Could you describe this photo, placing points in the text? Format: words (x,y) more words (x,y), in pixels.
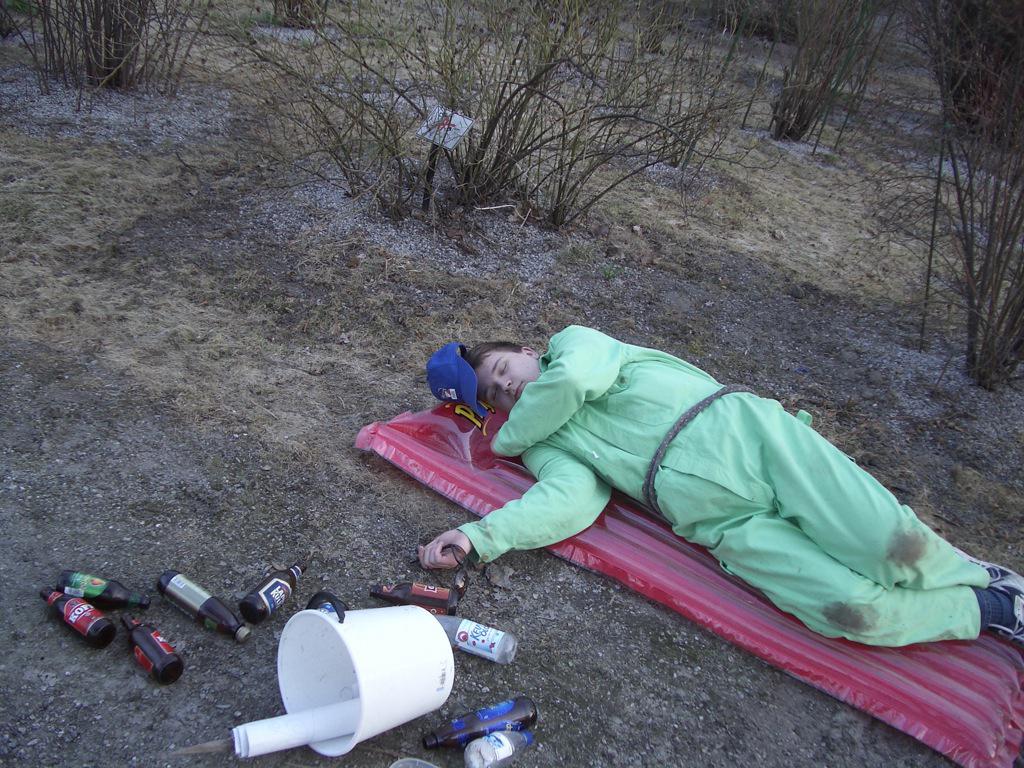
In the foreground of this image (770,434), there is a man (655,390) lying on an inflatable bed (628,547) on the ground (655,650) along with a cap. At the bottom (196,588), there are few bottles (458,736) and a chart (328,724) in a bucket (335,691). At the top (419,91), there are trees (991,32) without leaves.
